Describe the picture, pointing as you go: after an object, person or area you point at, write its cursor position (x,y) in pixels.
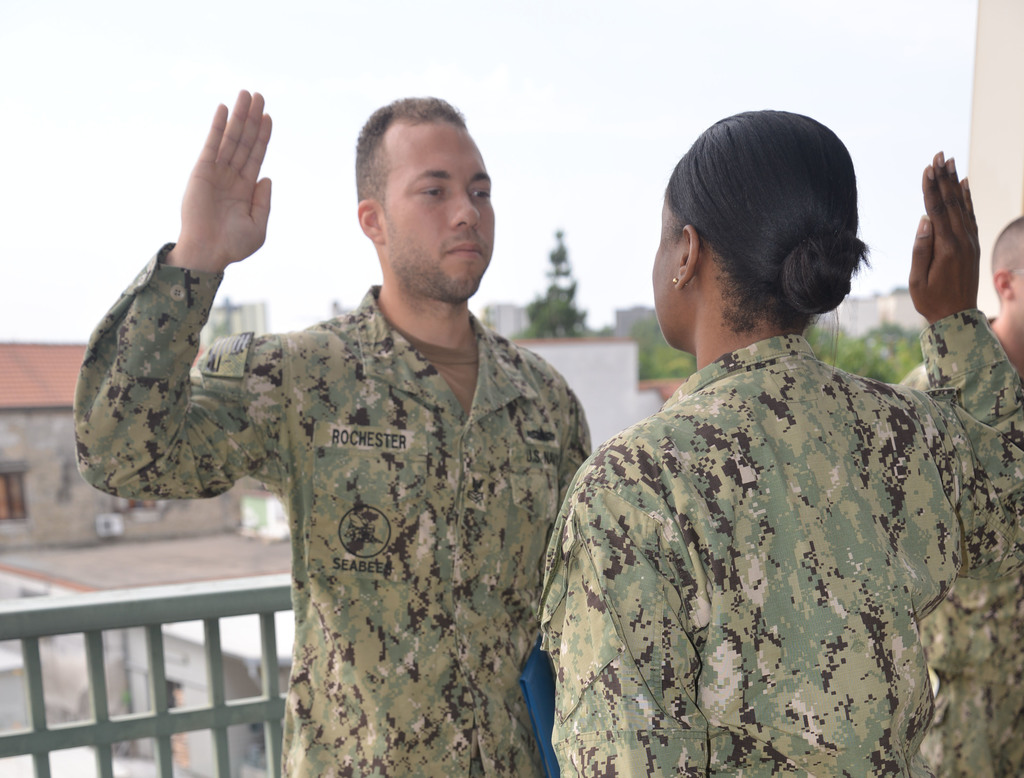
In this picture I can see a woman (893,398) and a man (445,217) who are standing in front (260,369) and I see that both of them are wearing uniforms (466,466) and I see the railing (86,642) behind this man (311,453). In the background (240,748) I see the buildings (43,584) and I see the sky (588,103) and I see a person (1010,281) on the right side of the image (1015,251).
